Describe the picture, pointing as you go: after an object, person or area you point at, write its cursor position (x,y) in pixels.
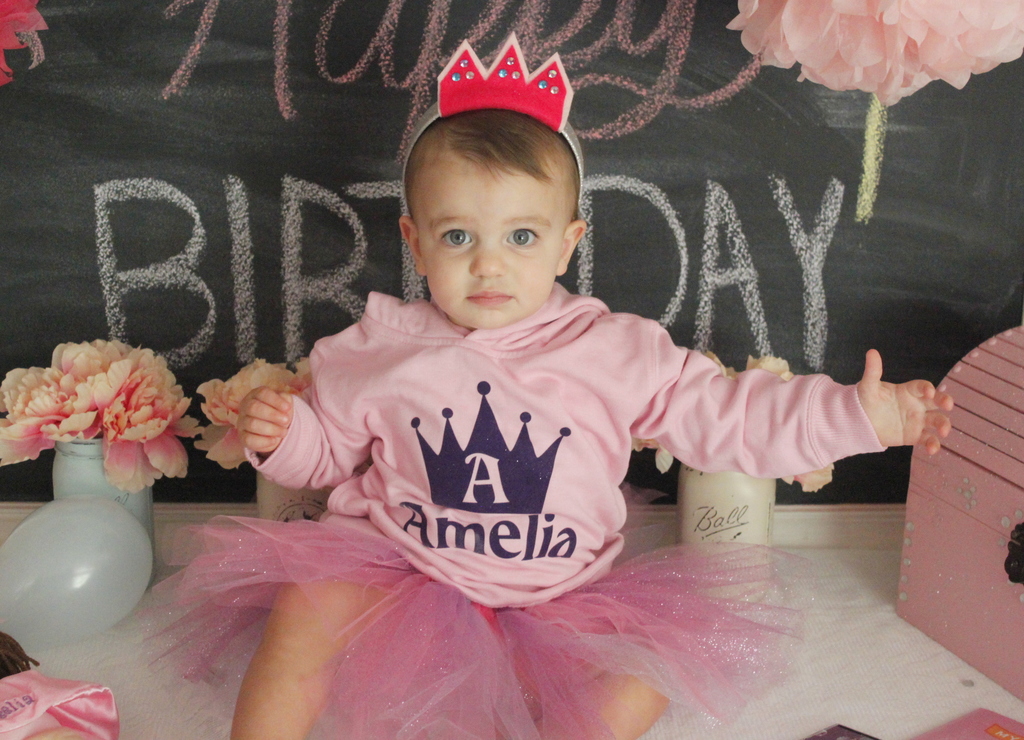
In the foreground of the picture (405,363) we can see a baby (490,496) in pink dress (442,505). On the left (80,551) there are balloon (88,580), cloth (11,739) and flower vase (84,439). On the right (996,485) there is a pink color object (995,546). In the middle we can see bottles (756,496). In the background (281,115) it is board (714,207), on the board (643,179) there is text (284,62). At the top (941,30) there are flower like decorative items (778,37).
